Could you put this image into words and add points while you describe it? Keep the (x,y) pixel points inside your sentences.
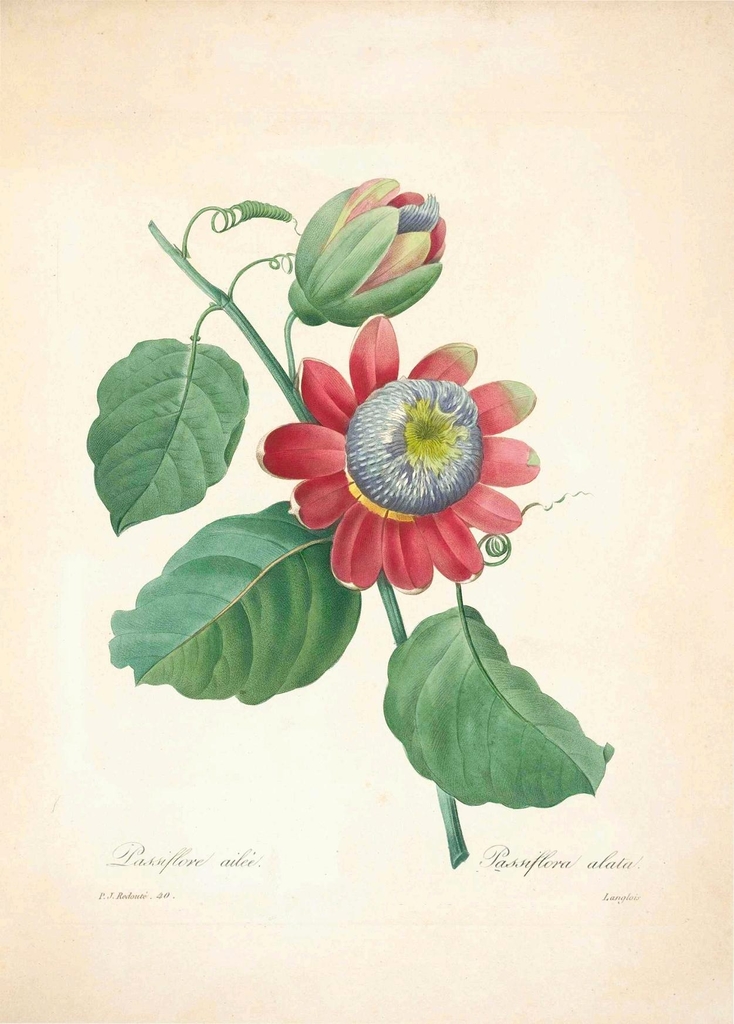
In the picture we can see a painting (331,794) of a plant (124,396) with some leaves (138,399) and flower (481,396) and flower bud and under it we can see written something in cursive writing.
